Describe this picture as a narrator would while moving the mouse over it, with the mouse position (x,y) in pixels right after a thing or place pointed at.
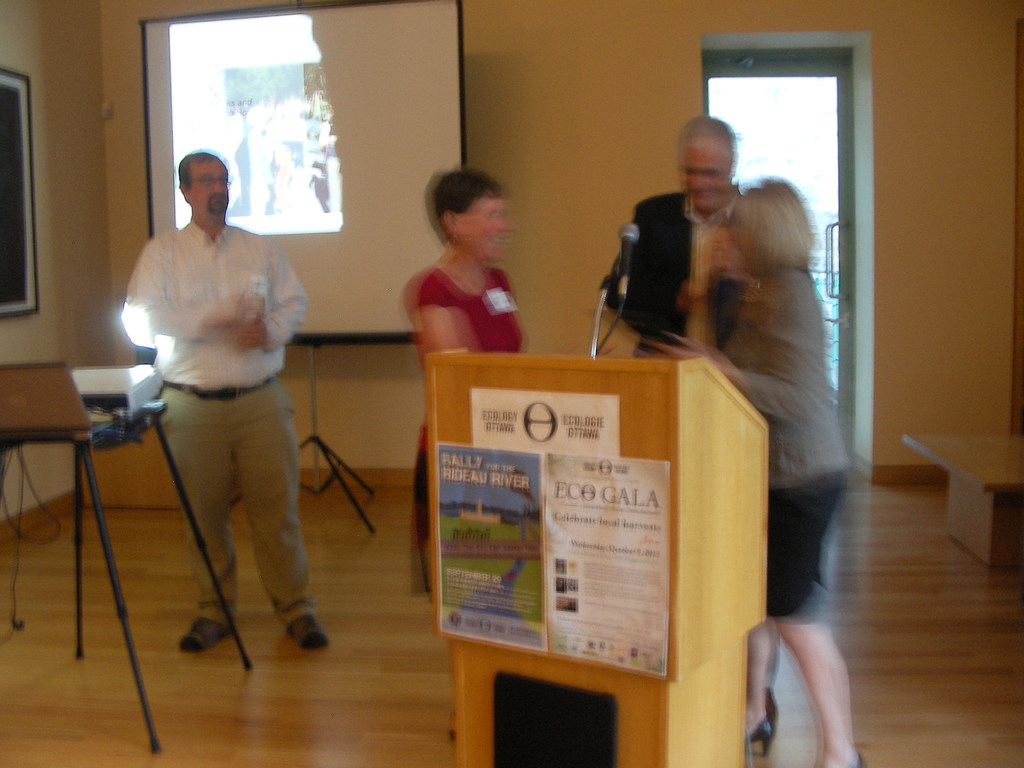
There are four persons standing on the floor (313,666). Here we can see a podium (569,732), table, projector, posters (585,632), frame (25,134), and a screen (405,321). In the background (604,76) we can see a door (825,311) and wall (564,7).
